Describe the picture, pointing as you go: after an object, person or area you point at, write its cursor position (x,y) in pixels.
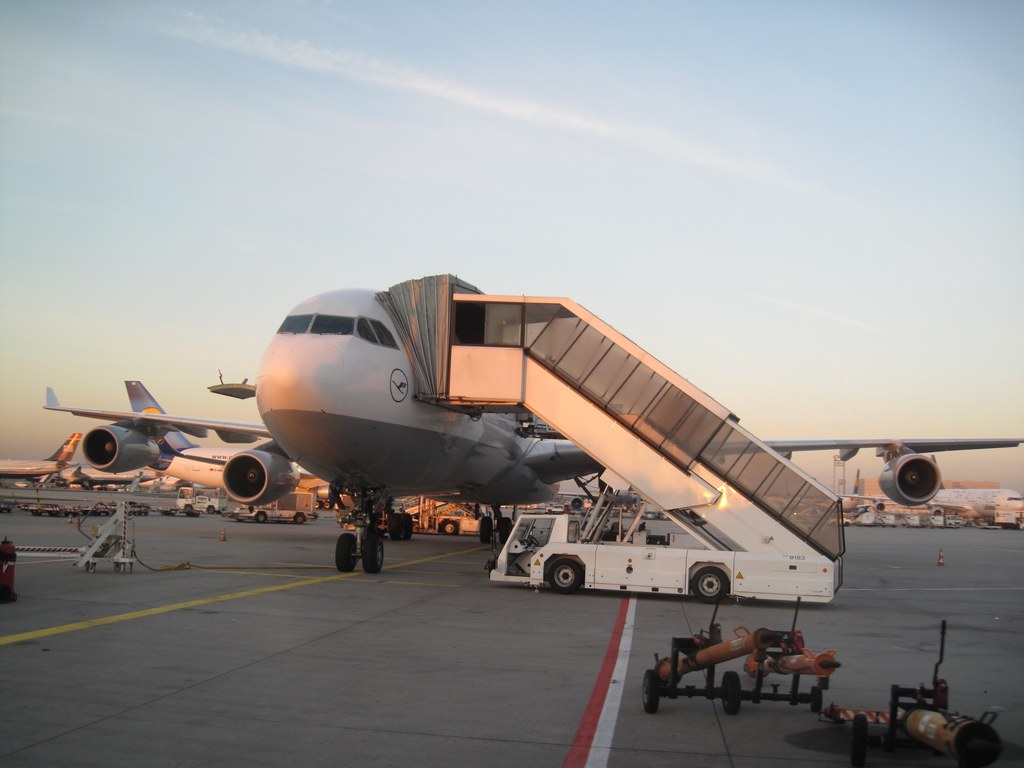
In this image there is an airplane (295,464) in the middle (355,471). In the background (17,475) there are so many airplanes (78,471) on the runway (180,529). On the right side (712,644) bottom there are cylinders (914,716). In the middle (675,510) it looks like a vehicle (648,541) which is used by the passengers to enter into the airplane (359,368). At the top (398,91) there is the sky (398,91).
